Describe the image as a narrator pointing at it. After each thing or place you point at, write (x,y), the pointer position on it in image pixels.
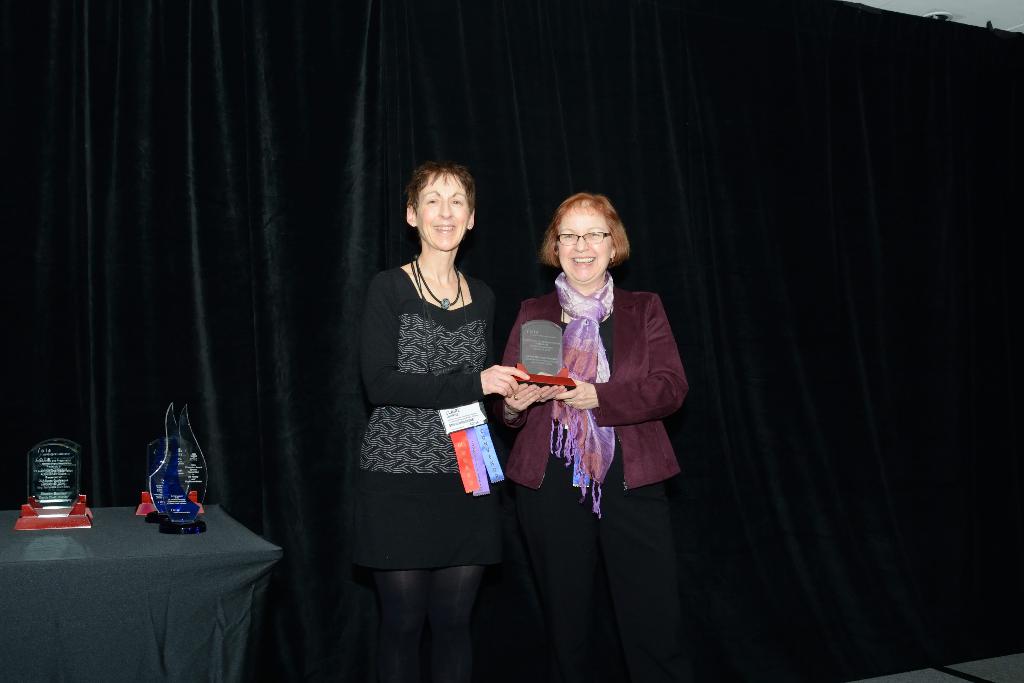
In this picture I can see the two people (466,307) with a smile and holding crystal trophy (535,361). I can see few crystal trophies (154,481) on the table (118,567).
